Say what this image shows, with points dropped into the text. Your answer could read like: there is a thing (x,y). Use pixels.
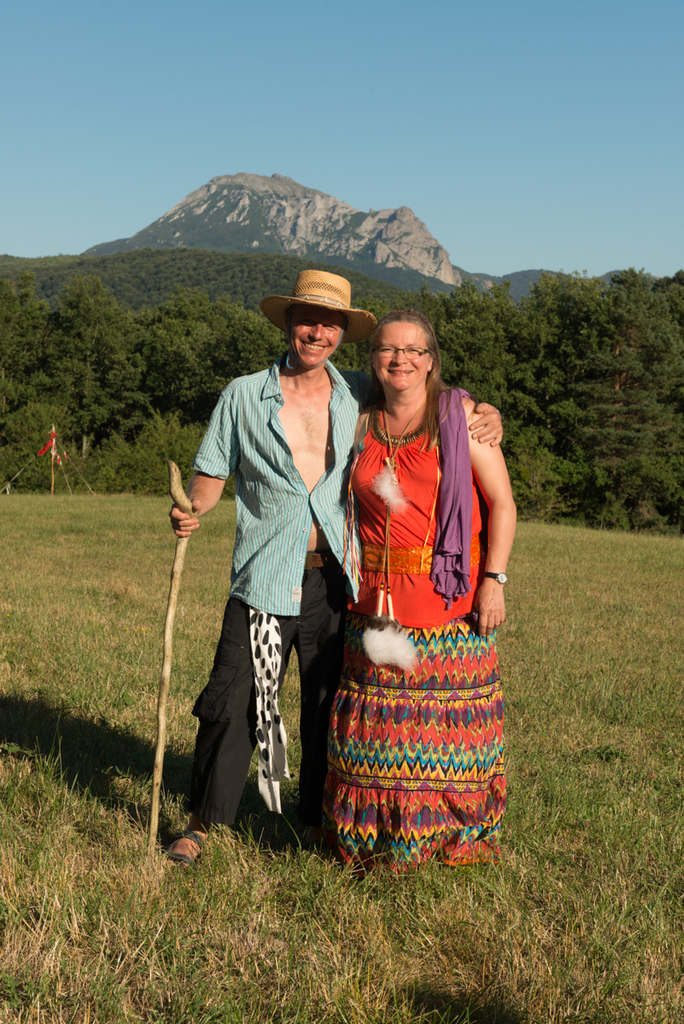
In this picture I can see a man (244,564), woman (421,321) standing on the grass (518,840) and holding stick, behind there are some trees (538,386) and hills (115,258).
